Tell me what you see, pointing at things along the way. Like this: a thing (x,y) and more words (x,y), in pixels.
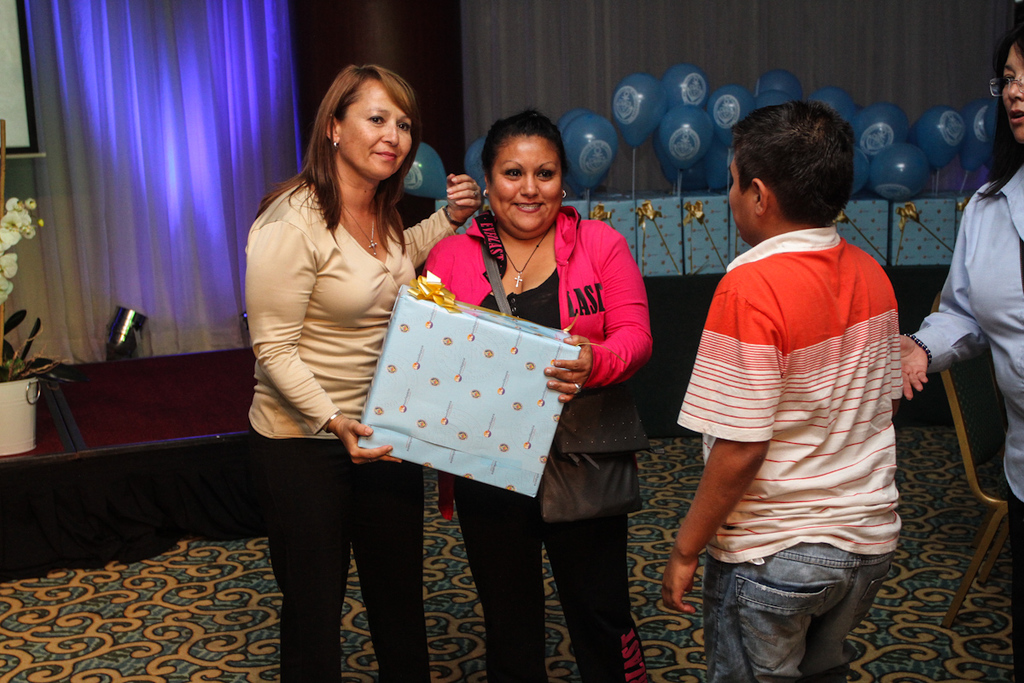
In this image, we can see four people (416,514) are standing. In the middle of the image (388,278), two women (446,280) are holding a gift box (436,360) and smiling. Background (139,276) we can see curtains (207,113), wall (337,26), screen (11,117), lights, plant (45,378) with pot (2,382), flowers (17,243), gift boxes (720,254), balloons (585,161). Right side of the image (972,405), there is a chair (975,425) on the floor (931,609).
